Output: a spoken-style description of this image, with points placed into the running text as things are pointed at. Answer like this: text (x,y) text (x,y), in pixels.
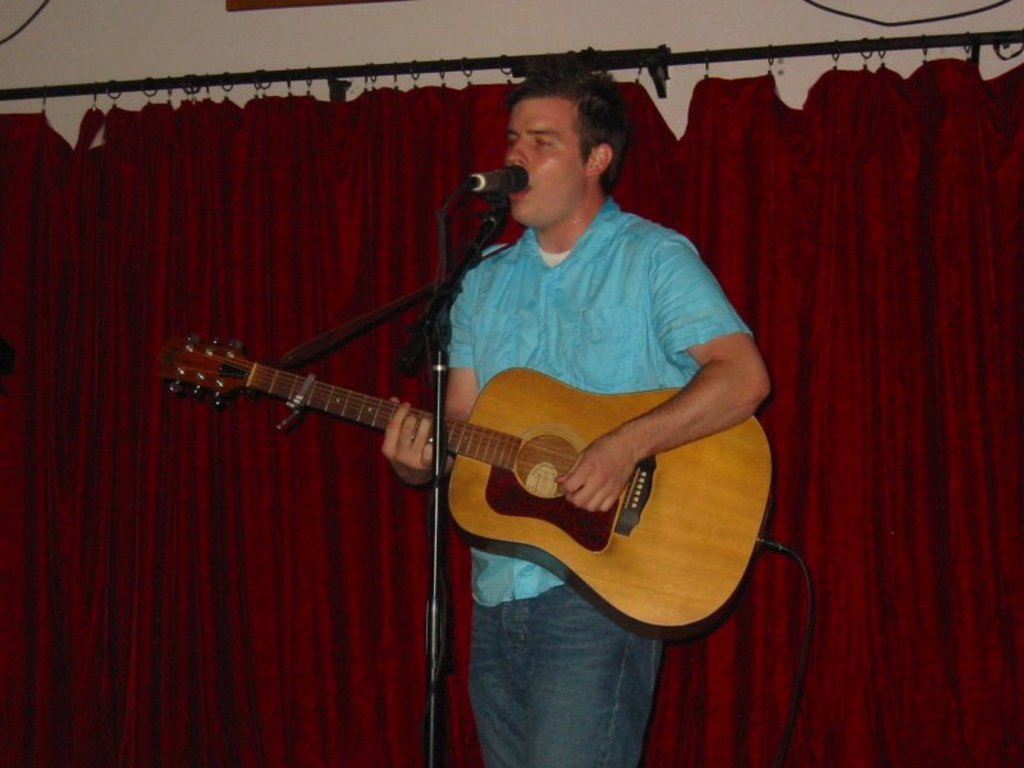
This picture is mainly highlighted with a man (662,273) standing and playing a guitar (494,405) in front of a mike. On the background (386,186) we can see a curtain (422,154) in maroon colour.
